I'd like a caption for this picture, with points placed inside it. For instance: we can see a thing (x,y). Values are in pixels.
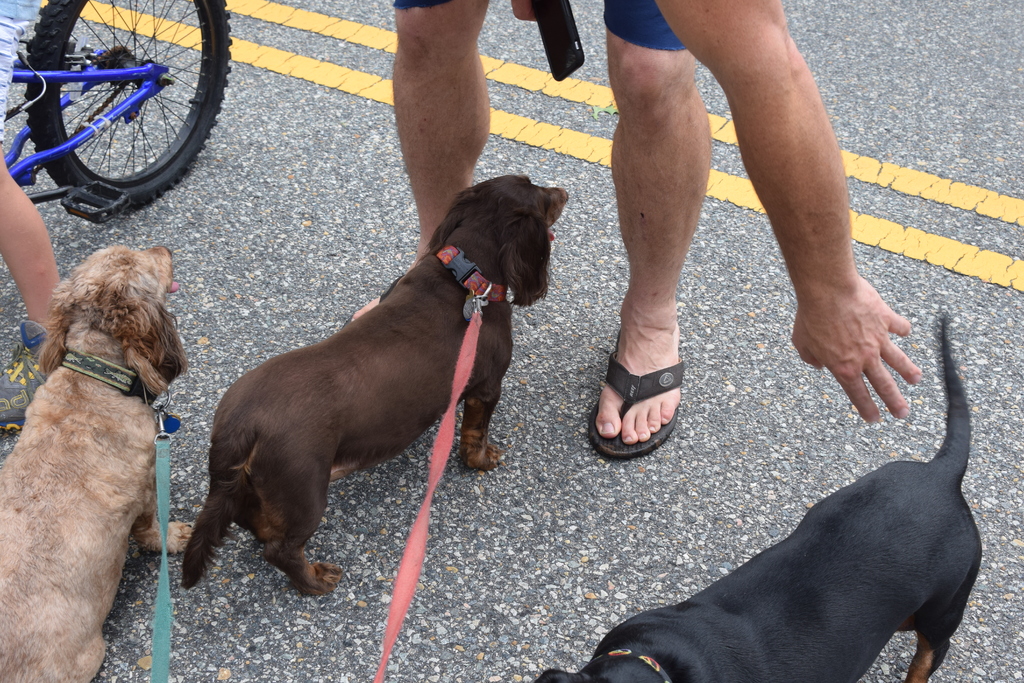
In this image I can see three dogs (80,377), they are in cream, brown, and black color. Background (687,186) I can see a person (698,194) standing and a bicycle (135,53) on the road (510,140).
